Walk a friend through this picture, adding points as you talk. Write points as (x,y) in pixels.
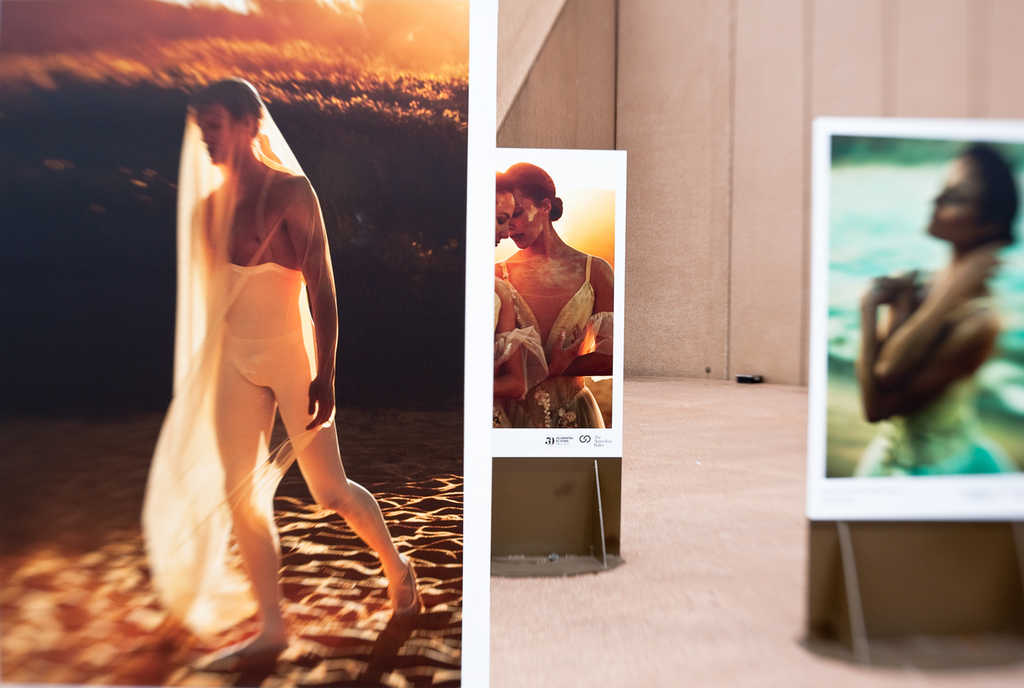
It is a photo collage, on the left side (264,465) a person (264,465) is walking. On the right side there are 2 beautiful girls (566,286), they wore white color dresses (580,300).
